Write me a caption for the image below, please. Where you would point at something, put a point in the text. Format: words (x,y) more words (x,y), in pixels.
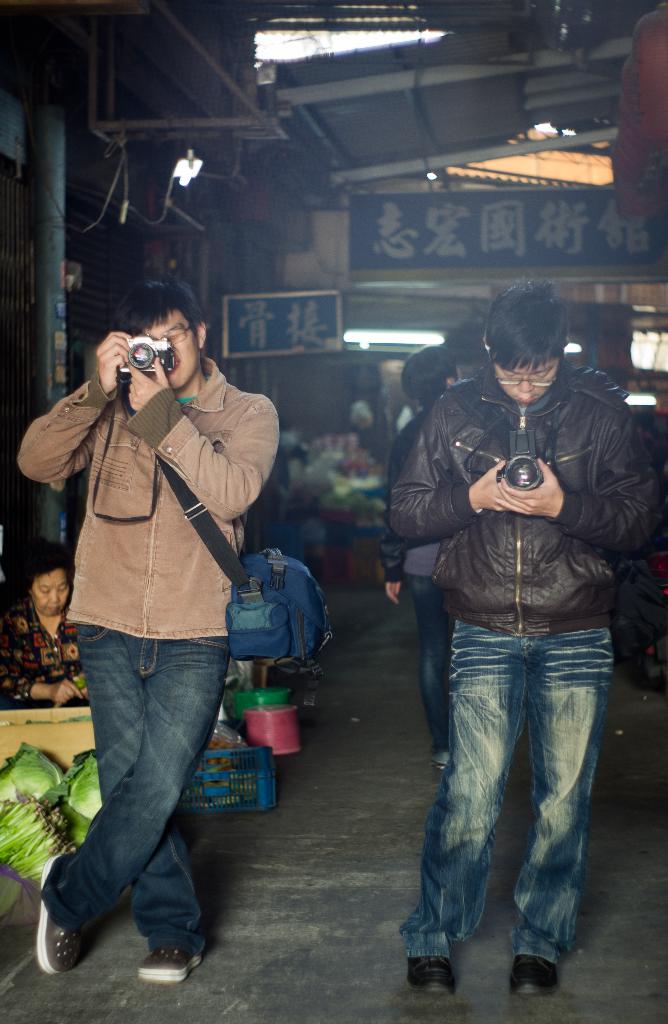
In this image I can see two persons (511,546) wearing brown colored jackets (527,560) and blue colored jeans (507,653) are standing and holding cameras (139,361) in their hands (113,368). I can see a person (41,615) sitting, few baskets (278,702), few vegetables (46,823), few boards (379,268), the ceiling (354,160), few lights (186,171) to the ceiling (349,117) and few pipes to the ceiling (403,112) in the background (406,157).
